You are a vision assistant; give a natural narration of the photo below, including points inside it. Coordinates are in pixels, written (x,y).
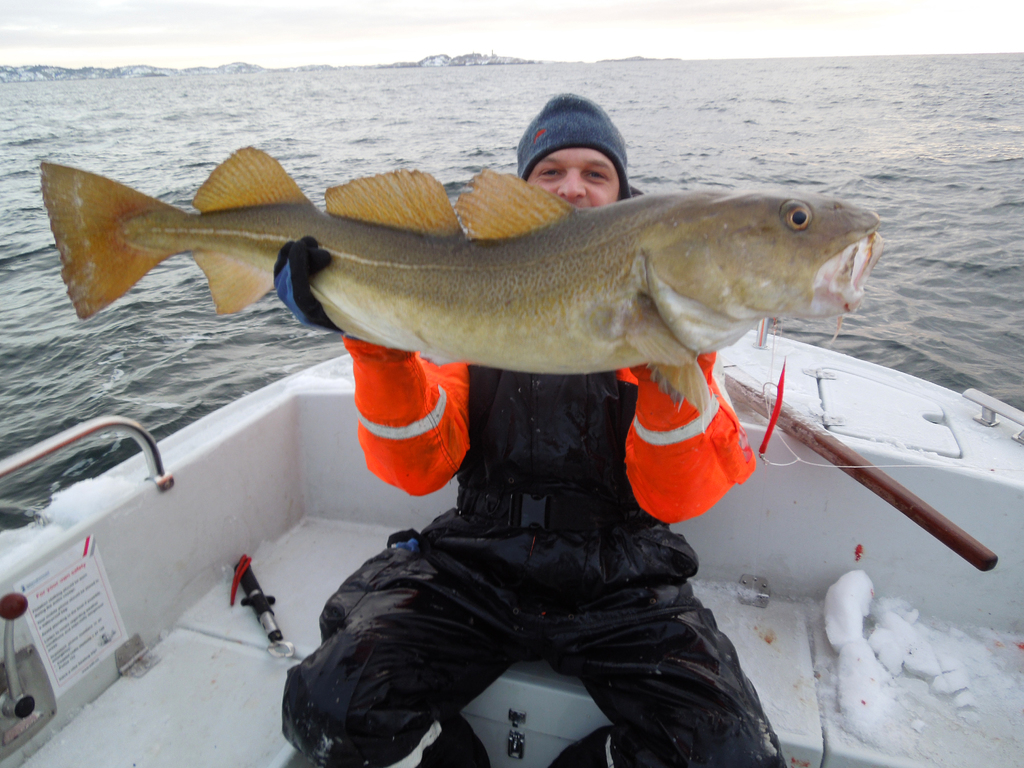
In this image, we can see a person (372,345) sitting on the boat (178,536) and he is wearing a safety jacket (456,396), gloves (279,280), a cap (560,139) and holding a fish (458,243). In the background (625,76), there is water (358,71).
